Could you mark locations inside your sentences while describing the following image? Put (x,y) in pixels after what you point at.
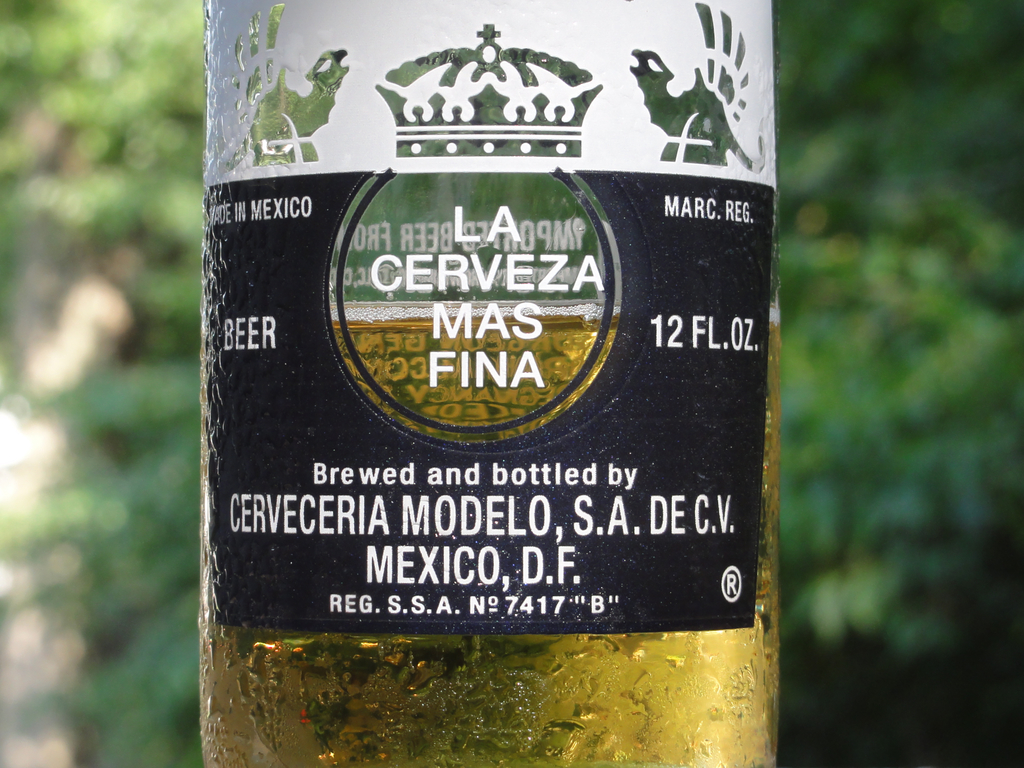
This image is clicked outside, there is a beer bottle (463,745). And a sticker (236,97) is pasted on it. It is written as 'cerveceria modelo S. A DE. CV'.
